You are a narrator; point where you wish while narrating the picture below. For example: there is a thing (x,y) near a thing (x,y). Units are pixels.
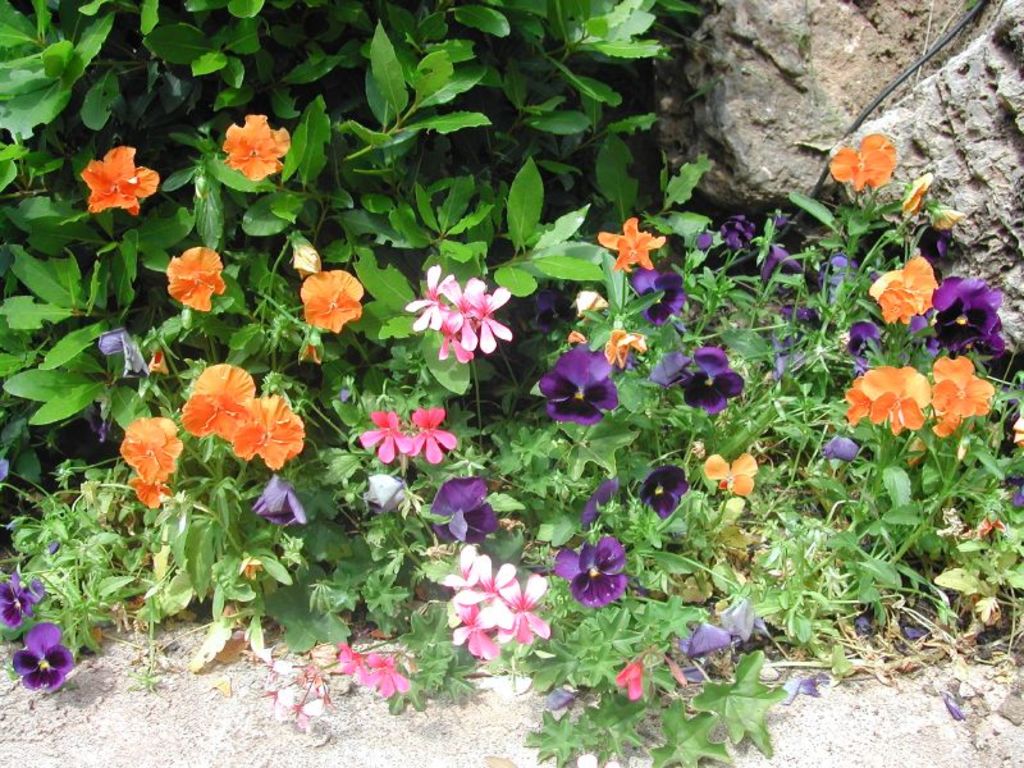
This image is taken outdoors. At the bottom of the image (212,711) there is a ground (893,699). In the middle of the image (539,334) there are a few plants (170,476) with green leaves (103,106), stems (204,512) and different colors of flowers (60,662). At the top right of the image (831,120) there is a rock (745,103).
